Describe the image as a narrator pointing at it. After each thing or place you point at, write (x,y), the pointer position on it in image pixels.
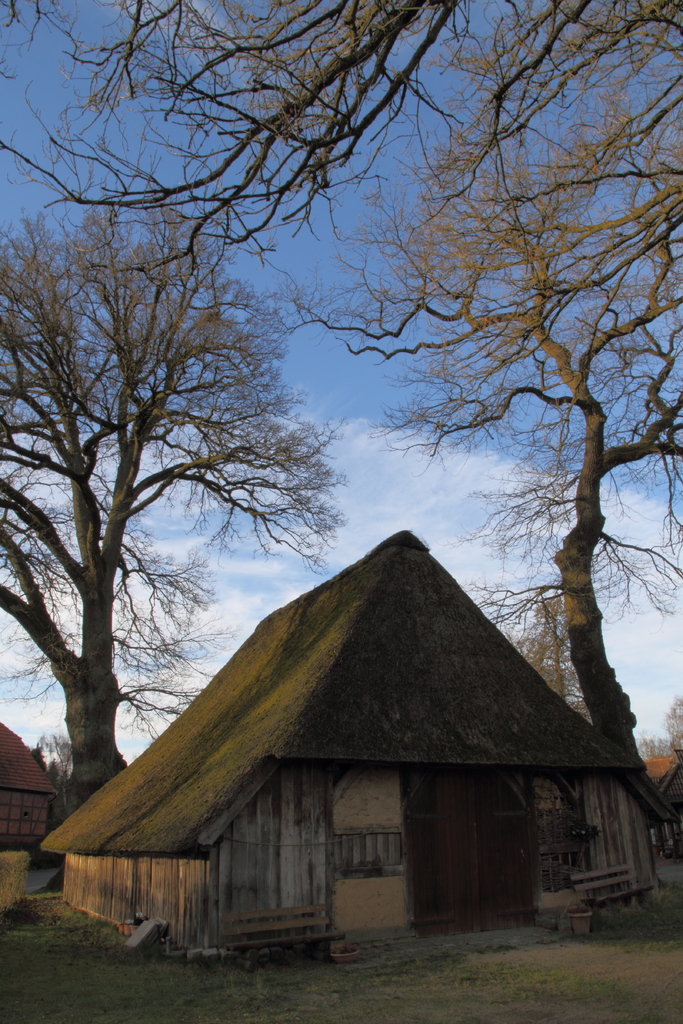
In this image, I can see a hut (429,712). On the left (86,604) and right side of the image (596,507), these are the trees (589,459). In the background (393,514), I can see the sky (342,345).
